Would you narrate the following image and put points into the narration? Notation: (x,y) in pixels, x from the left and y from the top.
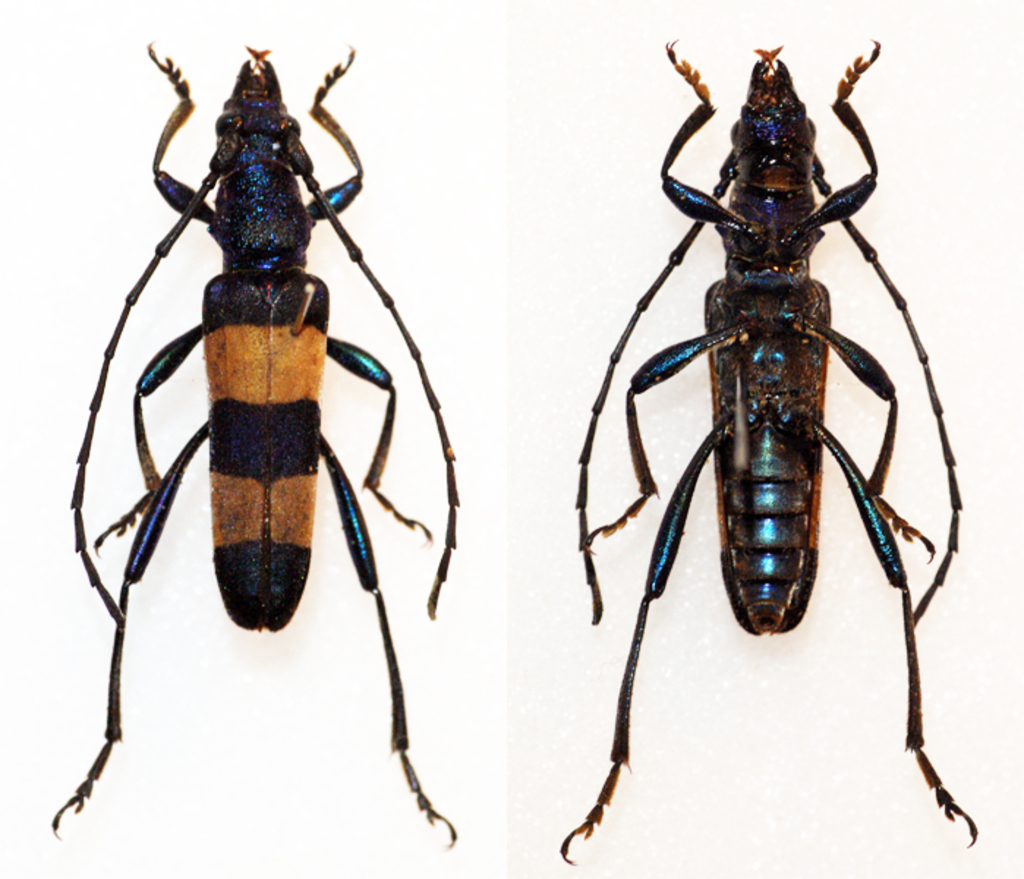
This is a collage picture. I can see two insects (301,468), and there is white background (945,222).
